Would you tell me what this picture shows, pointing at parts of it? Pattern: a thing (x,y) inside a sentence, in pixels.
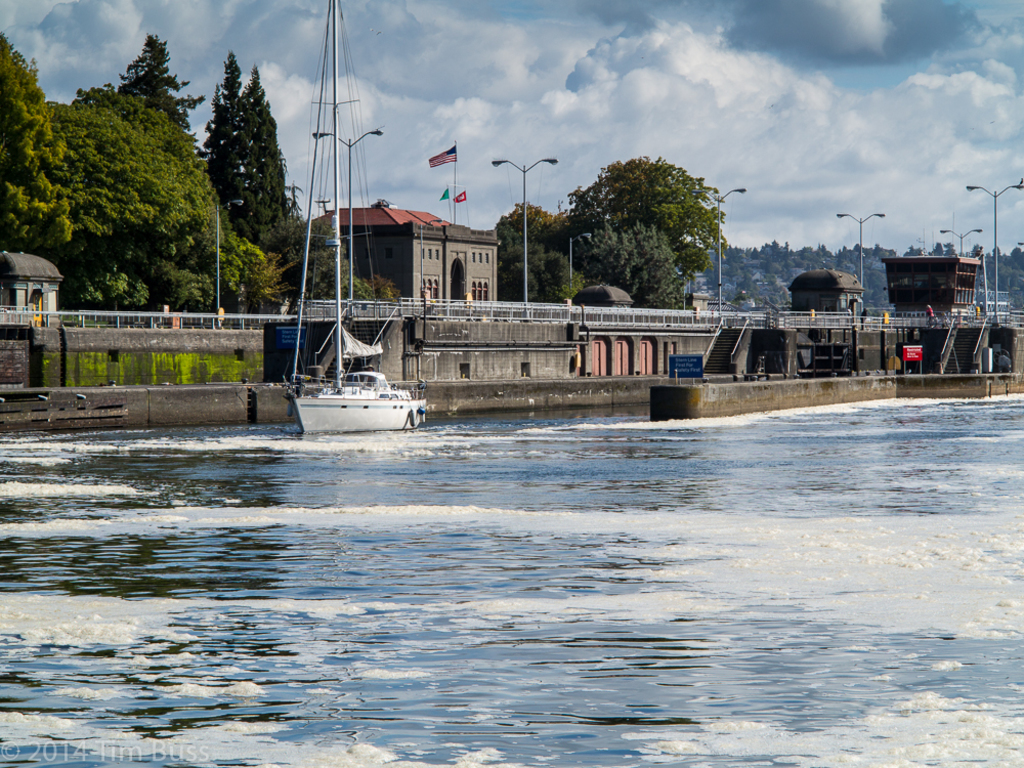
In this image I can see the water (505,550), a boat (391,413) which is white in color on the surface of the water (556,582), few stairs (731,339), the railing (652,317), few buildings (401,222), few poles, few flags (443,153), and few trees (554,241) which are green in color. In the background (340,119) I can see the sky (590,84).
